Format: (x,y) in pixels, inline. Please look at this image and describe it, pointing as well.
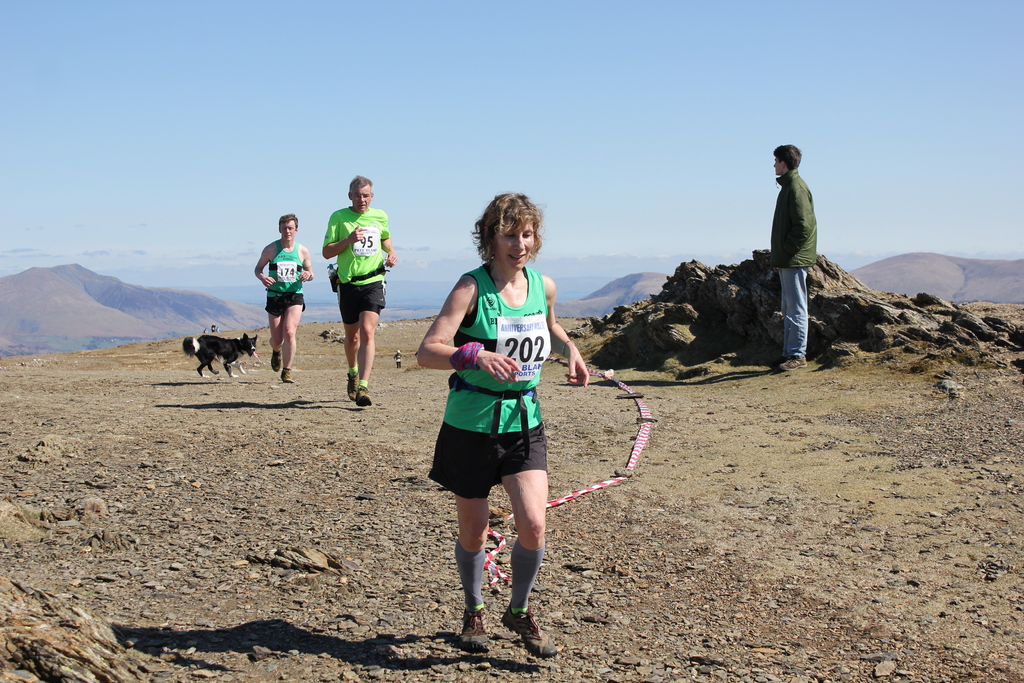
This image is taken outdoors. At the bottom of the image (201,587) there is a ground (330,575) with a few pebbles (330,575) and stones (642,346) on it. In the background (85,293) there are a few hills (885,264). At the top of the image (212,120) there is a sky (515,89). In the middle of the image (349,296) a woman (483,325) and two men (354,273) are running on the ground (432,447) and a dog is running on the ground (290,540). A man (783,176) is standing on the ground (791,385).
